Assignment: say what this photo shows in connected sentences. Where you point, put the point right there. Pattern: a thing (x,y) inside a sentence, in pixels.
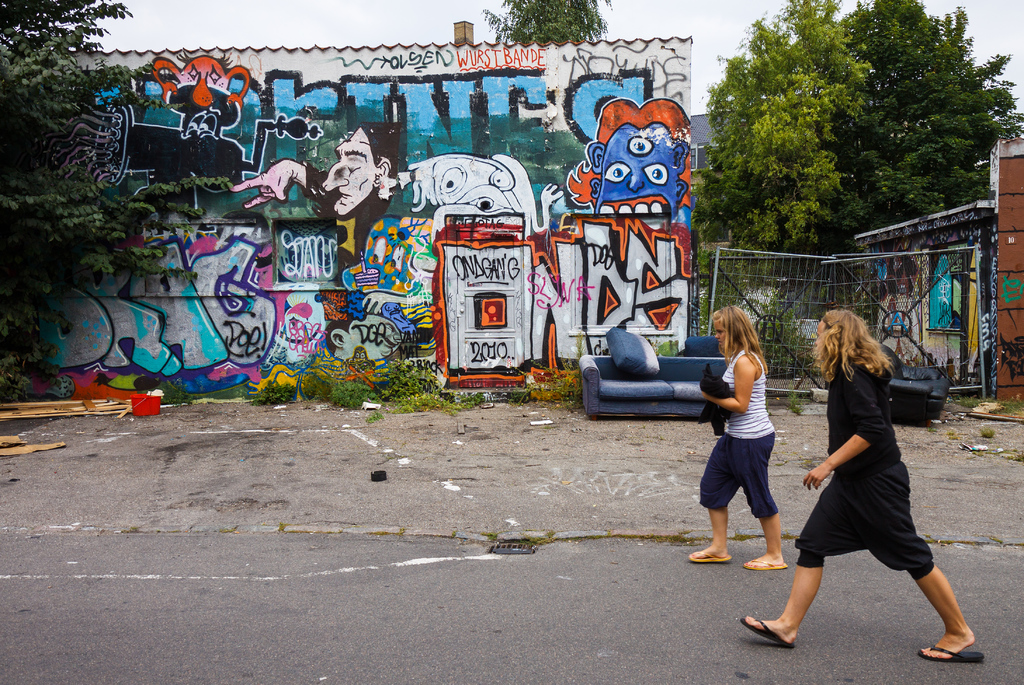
In this picture we can see two woman (722,488) walking on road (443,577) and in background (179,260) we can see wall (548,191) with painting (236,212), trees (118,99), gate (752,255), sofa (677,363), sky (742,7).
